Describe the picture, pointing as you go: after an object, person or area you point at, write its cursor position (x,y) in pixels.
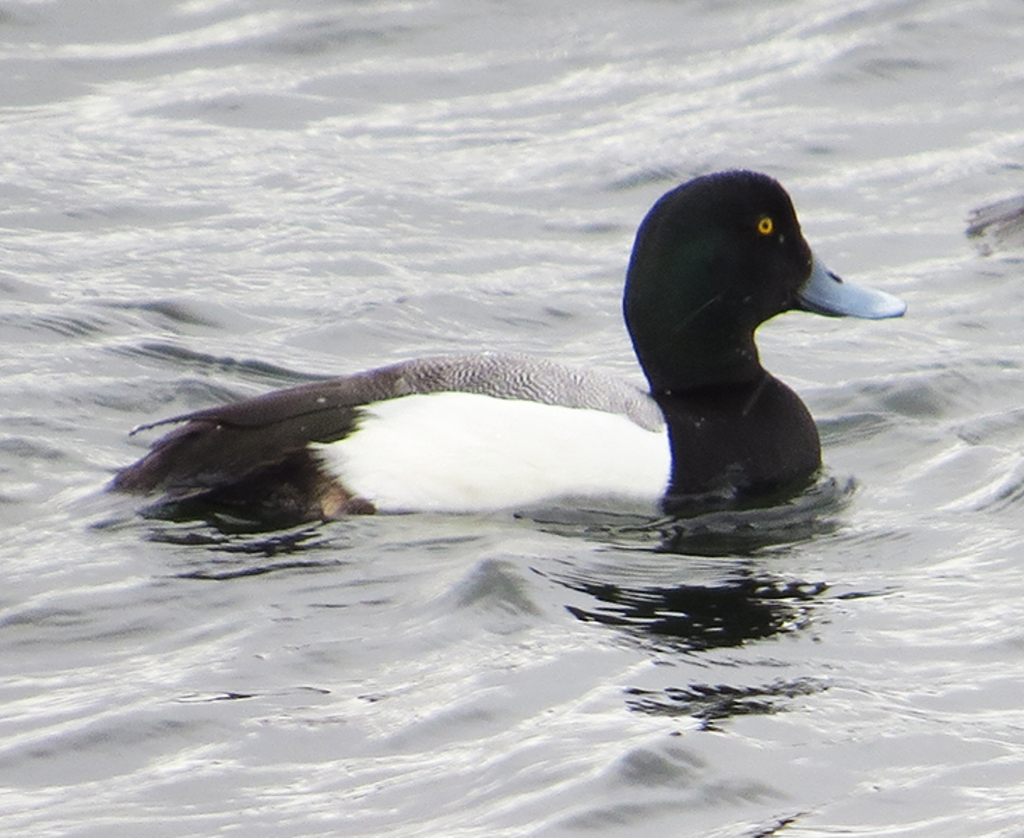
In this picture we can see a duck (203,448) in water (631,16).
